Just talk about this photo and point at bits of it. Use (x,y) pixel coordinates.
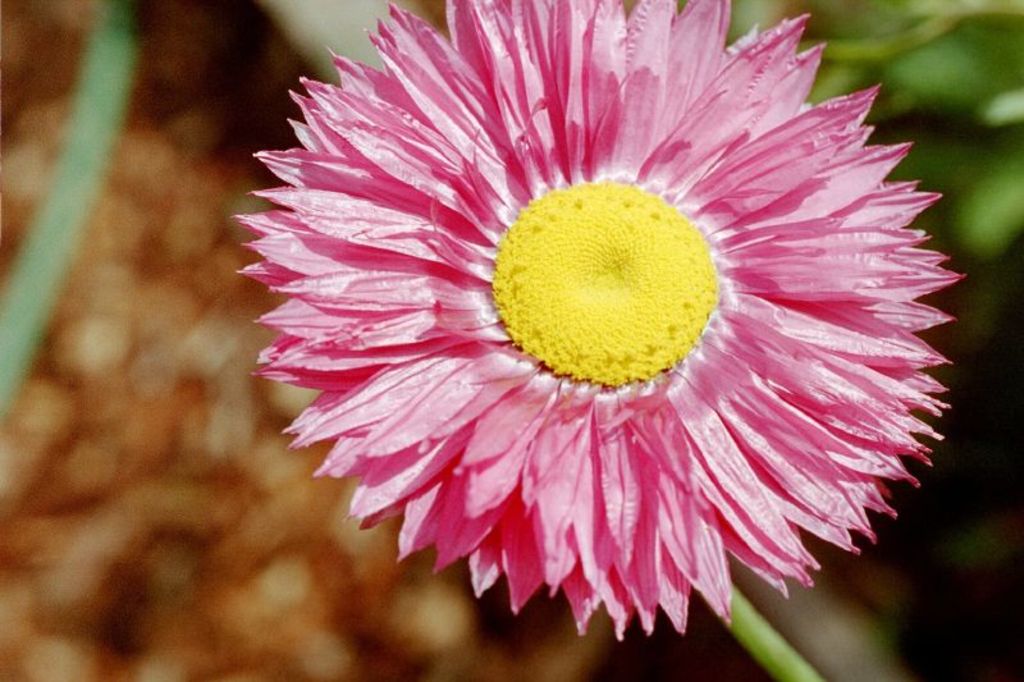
This is a daisy flower (450,457). These are the petals (533,476), which are pink in color. This is the stem (772,642). The background (127,137) looks blurry.
